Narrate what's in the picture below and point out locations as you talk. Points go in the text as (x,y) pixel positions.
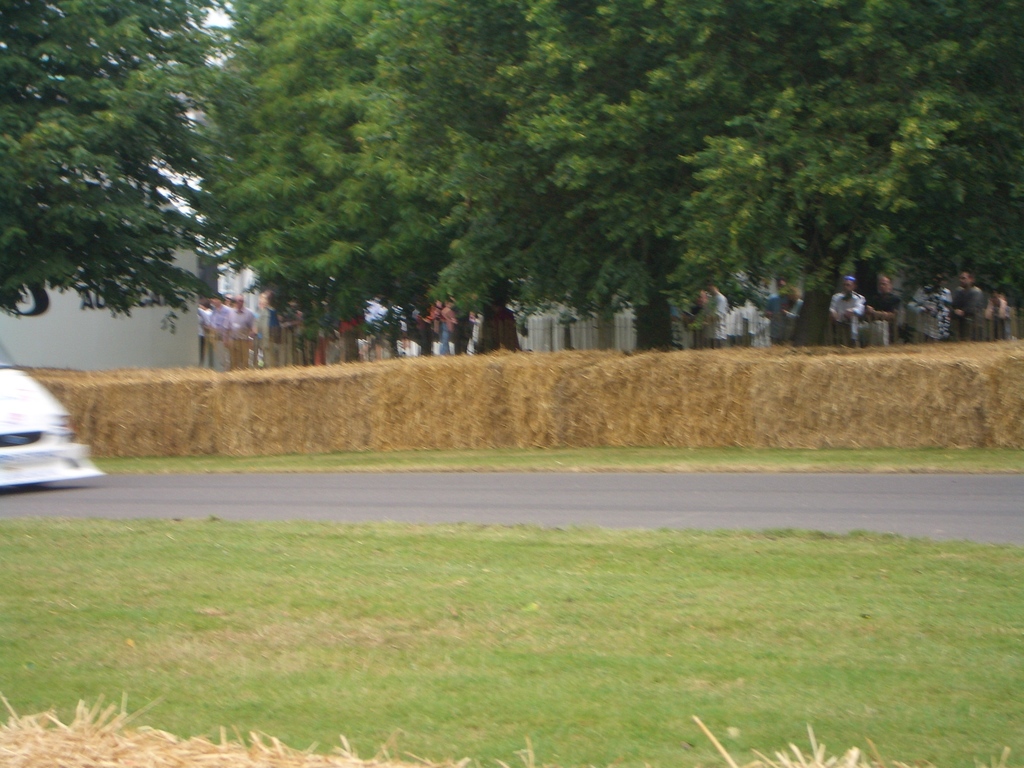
This picture is clicked outside the city. At the bottom (367,596), we see the grass (432,637). Beside that, we see the road (509,481). On the left side (41,413), we see a white vehicle (48,475) is moving on the road (173,498). In the background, we see the people (970,316) are standing. There are trees (310,262) and buildings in the background (595,218).
